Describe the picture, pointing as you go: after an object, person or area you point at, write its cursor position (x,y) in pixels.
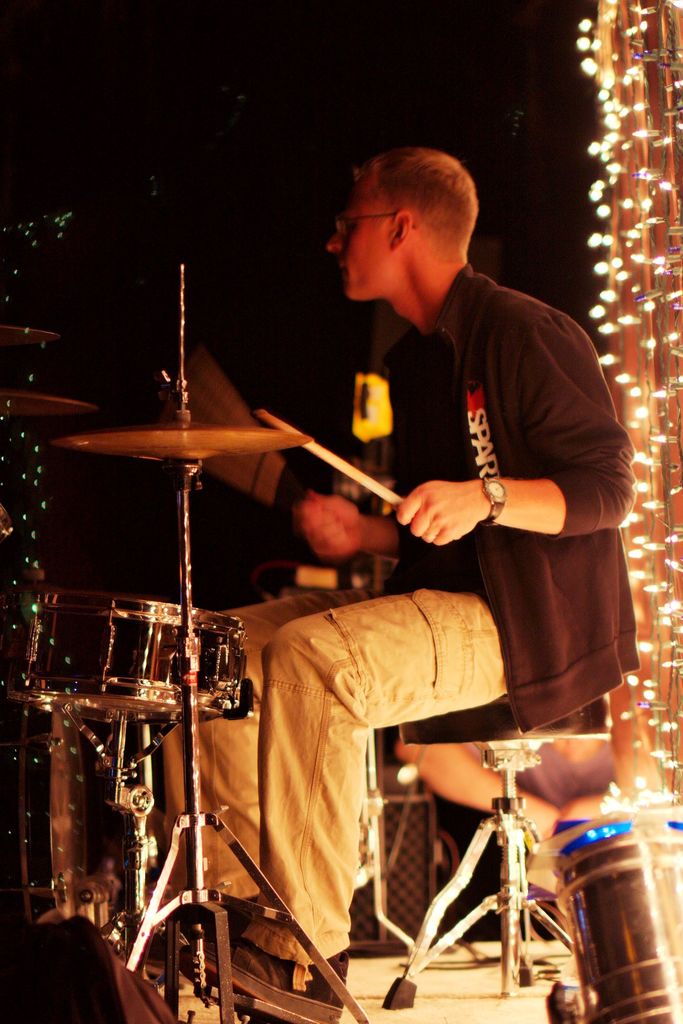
In the image I can see a person (409,665) who is playing the drums (5,793) and also I can see some lights (583,66) which are hanged to the wall (575,102).
